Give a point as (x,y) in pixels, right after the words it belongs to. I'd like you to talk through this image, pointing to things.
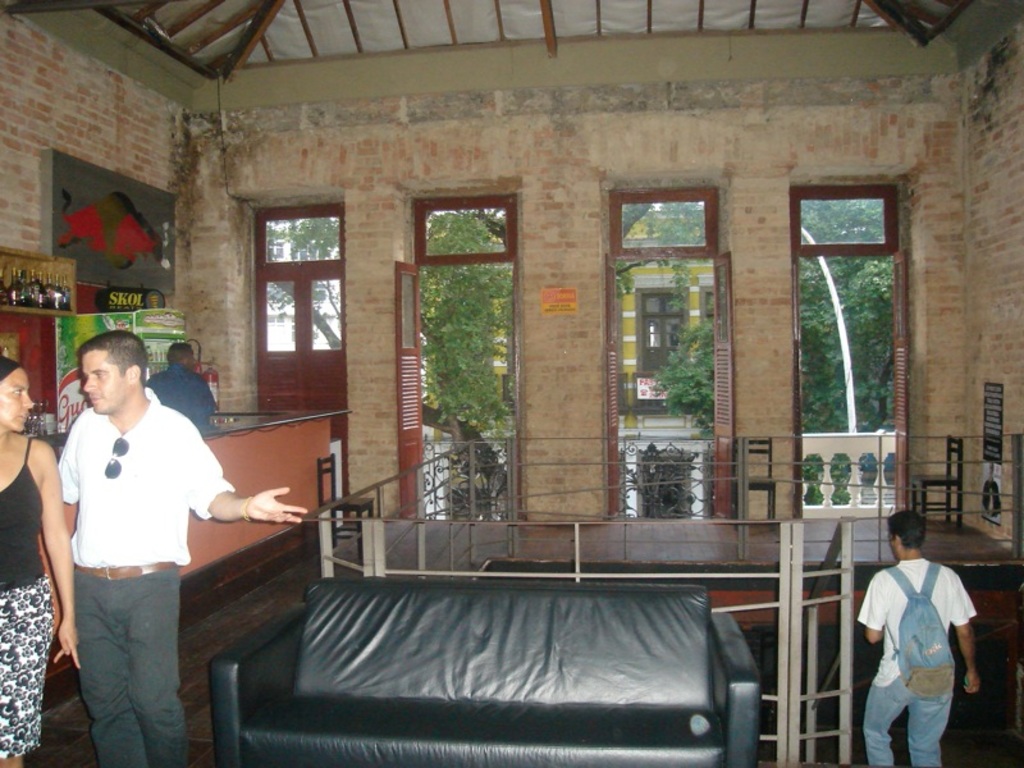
In the center of the image (410,424) there are doors (608,380). At the bottom of the image (902,675) we can see stairs (813,685), person (953,608) and sofa (391,666). On the left side of the image (285,559) we can see persons (95,456), bottles (7,302), countertop (264,440) and fridge (151,358). In the background (398,114) there is a wall (372,130) and trees (459,322).
